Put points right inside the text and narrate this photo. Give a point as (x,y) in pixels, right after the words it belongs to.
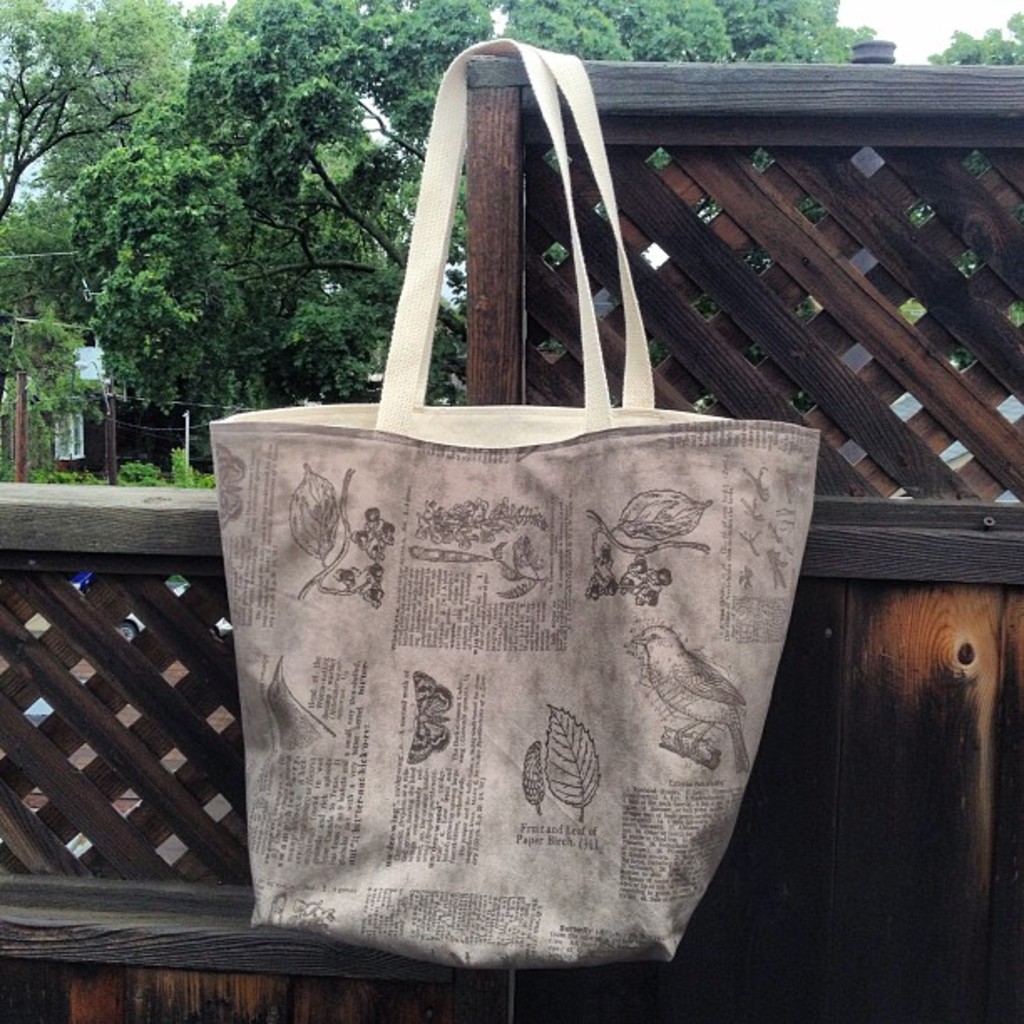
This bag (622,465) is highlighted in this picture. Far there are number of trees (360,191).
